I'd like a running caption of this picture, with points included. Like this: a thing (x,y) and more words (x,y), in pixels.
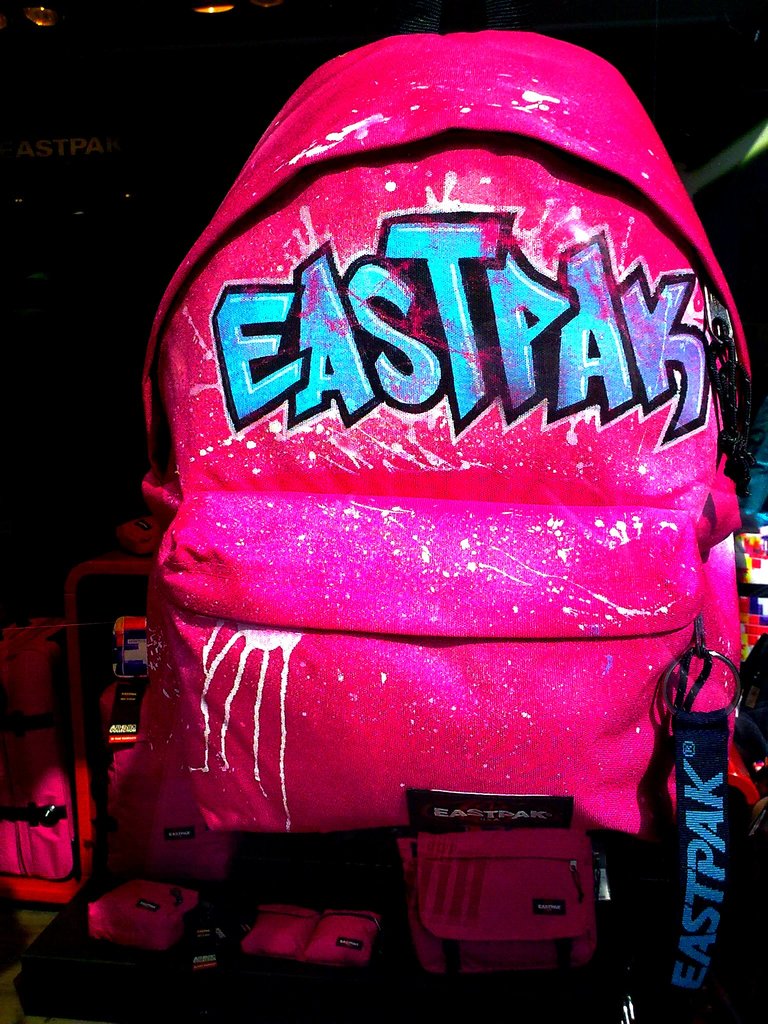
In this image I see a bag (527,76) and I can also see there is "EastPak" written on the bag (418,575).
